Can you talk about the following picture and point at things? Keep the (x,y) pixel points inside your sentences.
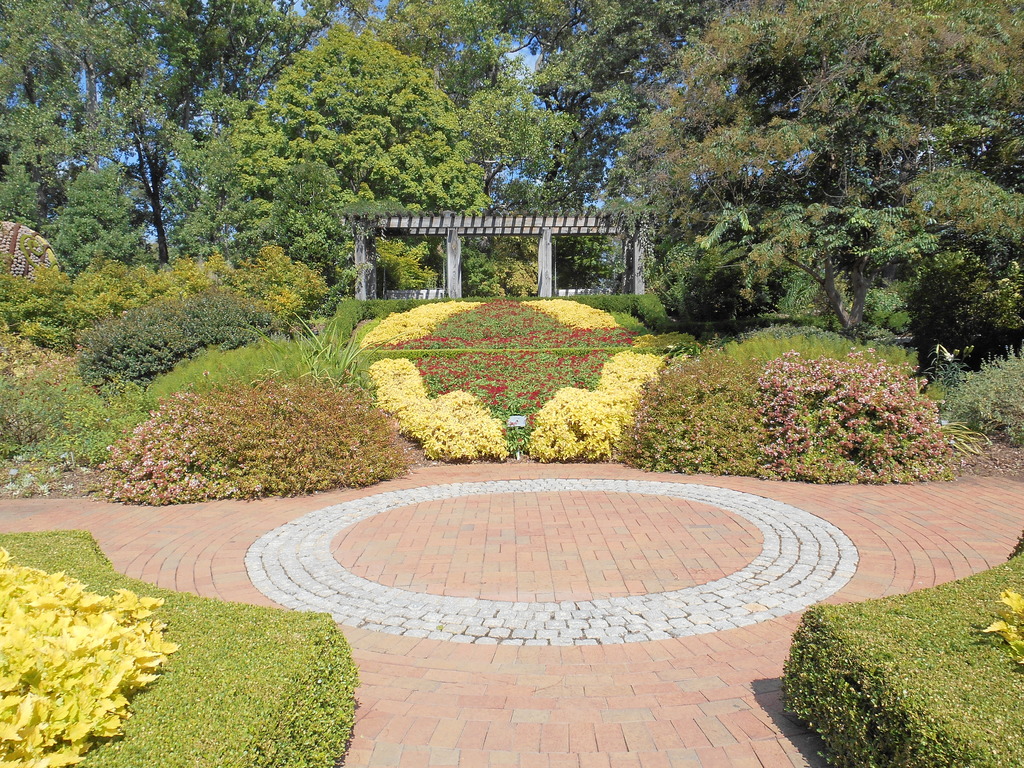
At the background (129,250) portion of the image we can see trees (299,178), sky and pillars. Front portion of the image we can see bushes (456,305), plants (631,406) and floor (460,580).
